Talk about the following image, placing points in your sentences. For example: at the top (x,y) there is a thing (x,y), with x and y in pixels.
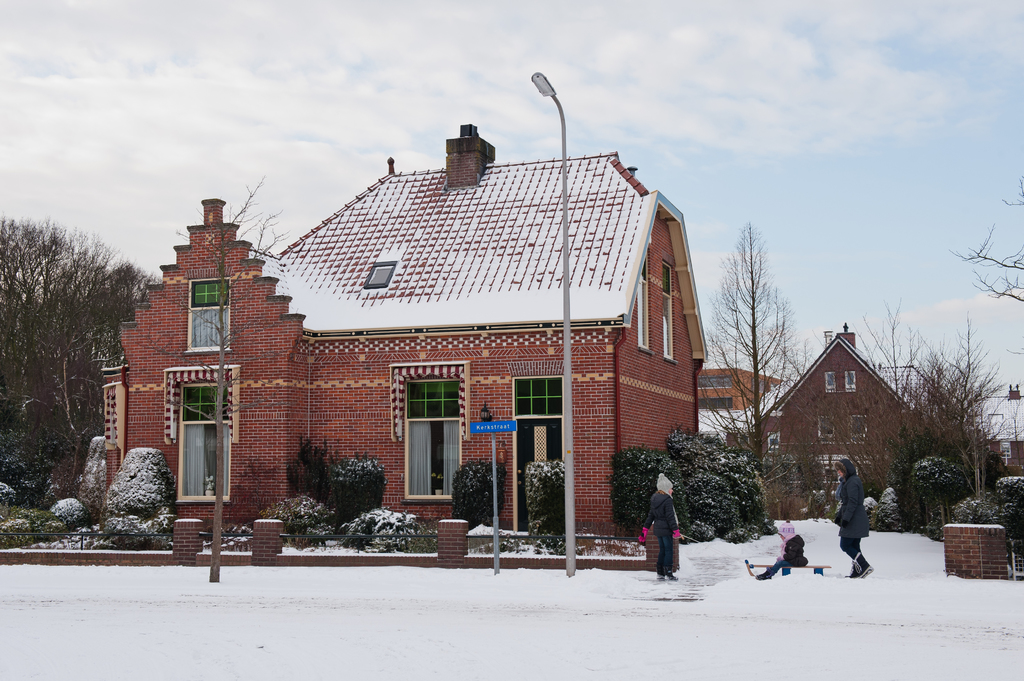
In this picture there are buildings (779,419) and trees (18,418) and poles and there is a person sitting and there are two persons (861,520) walking and there is a board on the pole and there is text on the board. At the top (668,146) there is sky (668,146) and there are clouds (495,93). At the bottom (830,657) there is snow (821,648).
